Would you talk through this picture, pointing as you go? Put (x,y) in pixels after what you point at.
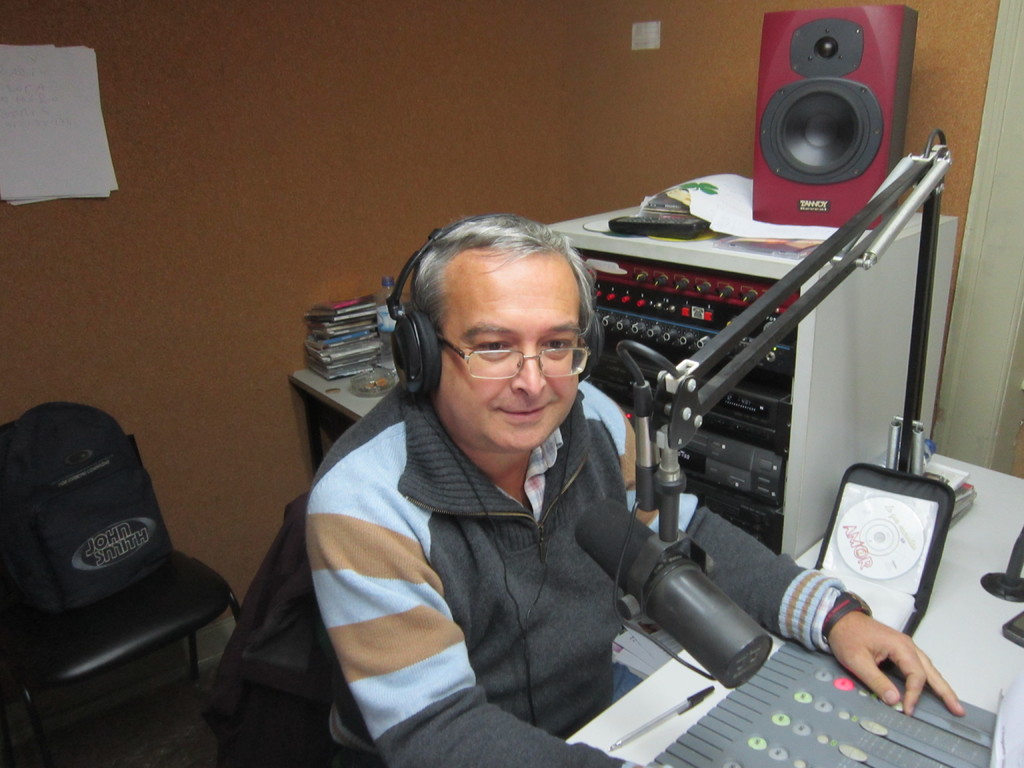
In the image we can see a man (463,469) sitting, these are the headsets (417,325), sound box (791,130). This is a microphone (621,524) and chair (113,602).
